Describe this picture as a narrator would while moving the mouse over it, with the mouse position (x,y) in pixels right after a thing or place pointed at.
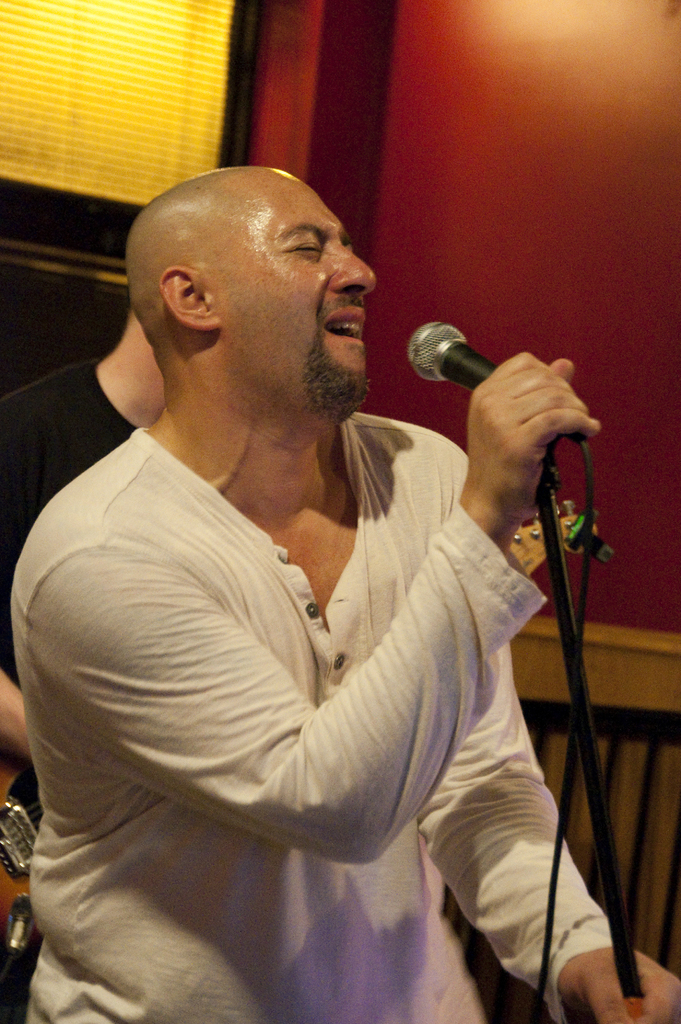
In this image I see a man (564,388) who is holding a mic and he is wearing a white t-shirt (37,1007), In the background (340,204) I see the wall (400,420) and another person (1,996) who is holding a guitar (531,571).
